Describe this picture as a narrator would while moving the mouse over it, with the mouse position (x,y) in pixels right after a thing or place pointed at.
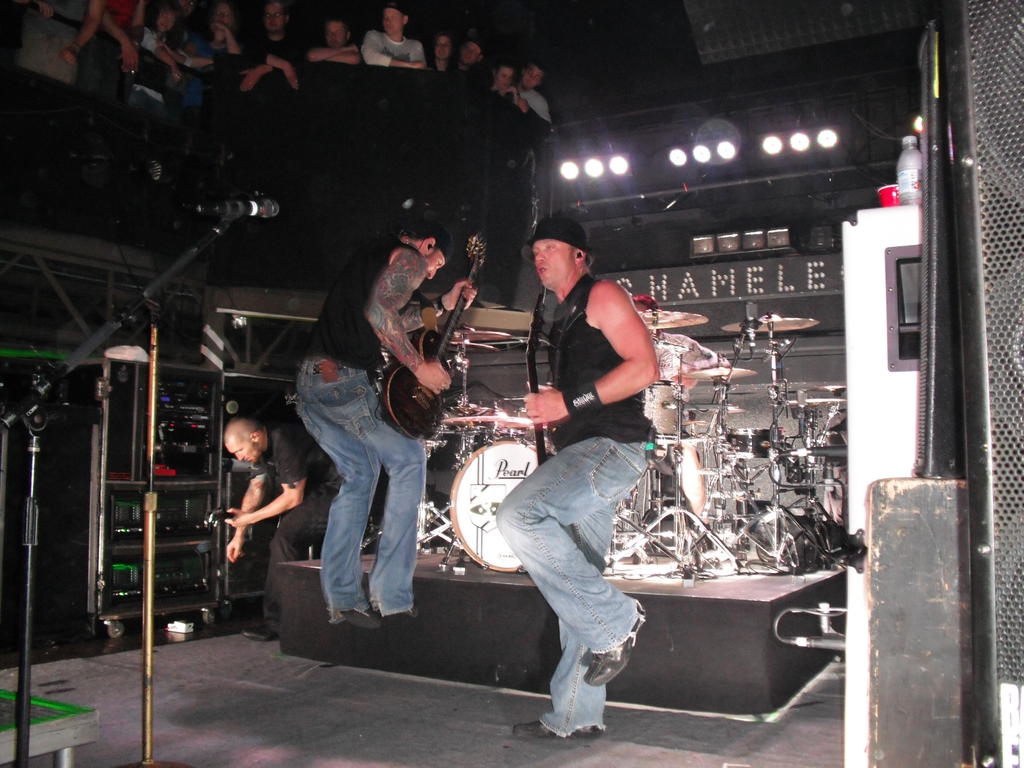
There are few people (582,373) in the picture. The man (612,406) from the right is dancing and playing a guitar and he wore a cap (541,231). The man (410,360) next to him is jumping and playing guitar (425,396). Behind them there are many drums (744,448), microphones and drum stands (750,467). To the right corner (896,447) there is cupboard (879,455) and a bottle (906,191) placed on it. In the top left corner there are spectators (369,60) watching the show of the musicians (471,281). There is also another man (286,431) adjusting the machines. In the background (635,277) there is wall (669,245) and spotlights (729,152). On the wall (729,197) there is some text (711,291).
